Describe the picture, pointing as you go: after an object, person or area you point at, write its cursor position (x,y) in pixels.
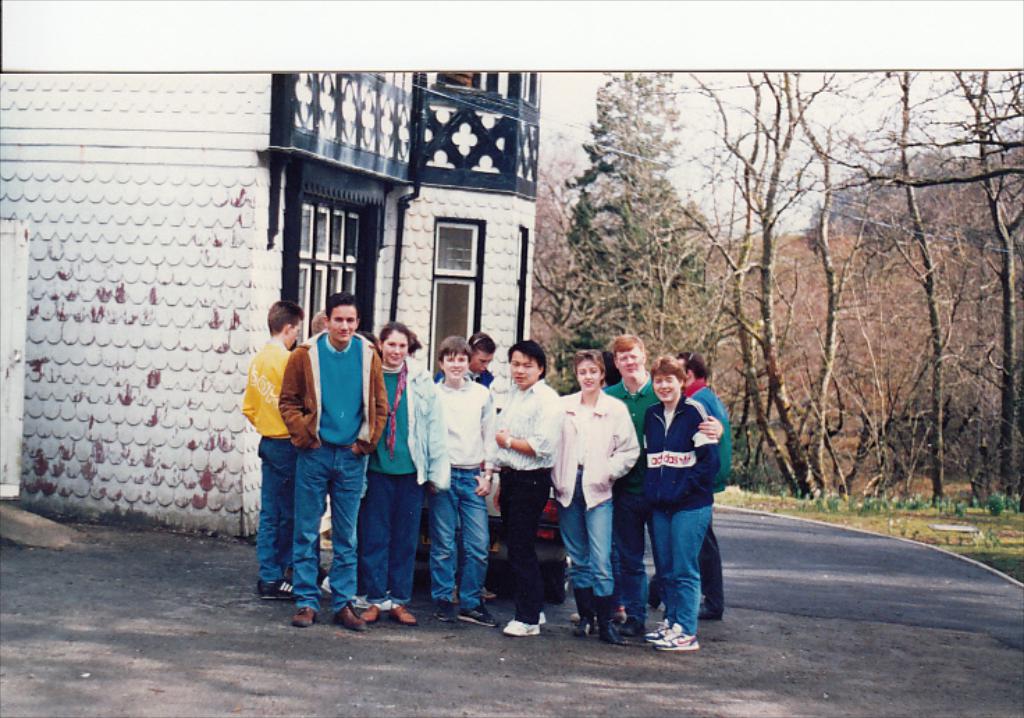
This image is taken outdoors. At the bottom of the image (510,644) there is a road (867,616). In the background (448,307) there is a building (214,313) with walls (385,283), windows (340,260) and a door (16,308). There are many trees (762,335) and a few plants (964,495) on the ground (970,506). At the top of the image (557,106) there is the sky (916,103). In the middle of the image (385,402) a few people (309,466) are standing on the road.
